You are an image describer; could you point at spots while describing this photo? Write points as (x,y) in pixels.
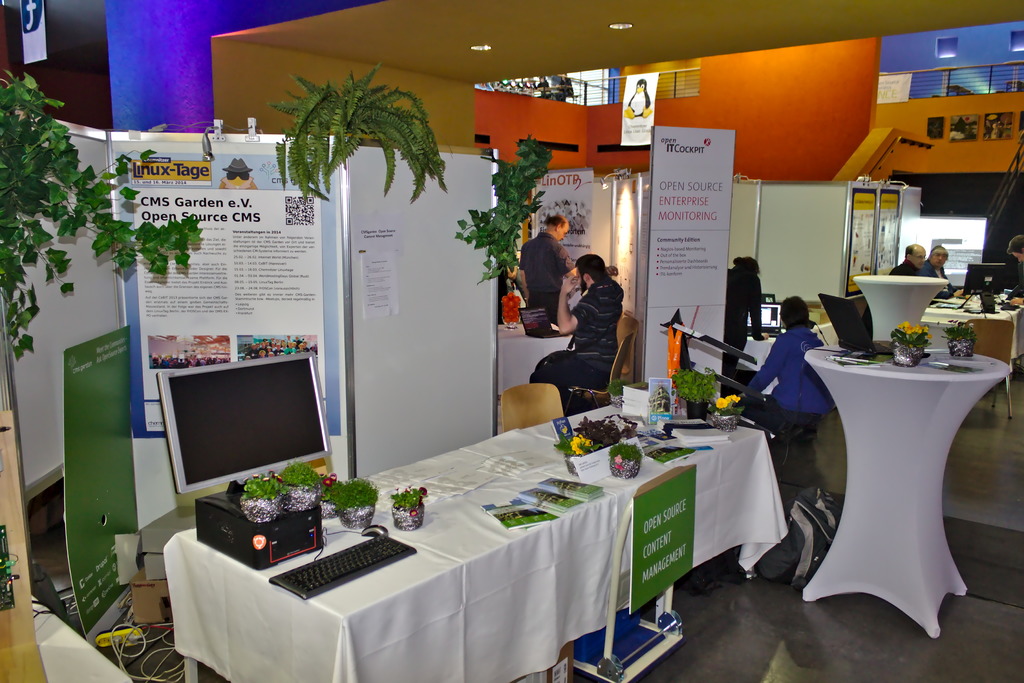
In this picture we can see some people (572,285) are sitting and some people (556,302) are standing. On the left side of the people (580,313) there are boards (299,302), houseplants (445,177), chair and a table (424,615) covered with a cloth (403,613). On the table (369,589) there is a keyboard (308,574), decorative plants (341,490), monitor (215,425), some pamphlets (525,504) and other things (272,546). Behind the people (793,368) there is a wall (775,128) and a paper (634,106).
